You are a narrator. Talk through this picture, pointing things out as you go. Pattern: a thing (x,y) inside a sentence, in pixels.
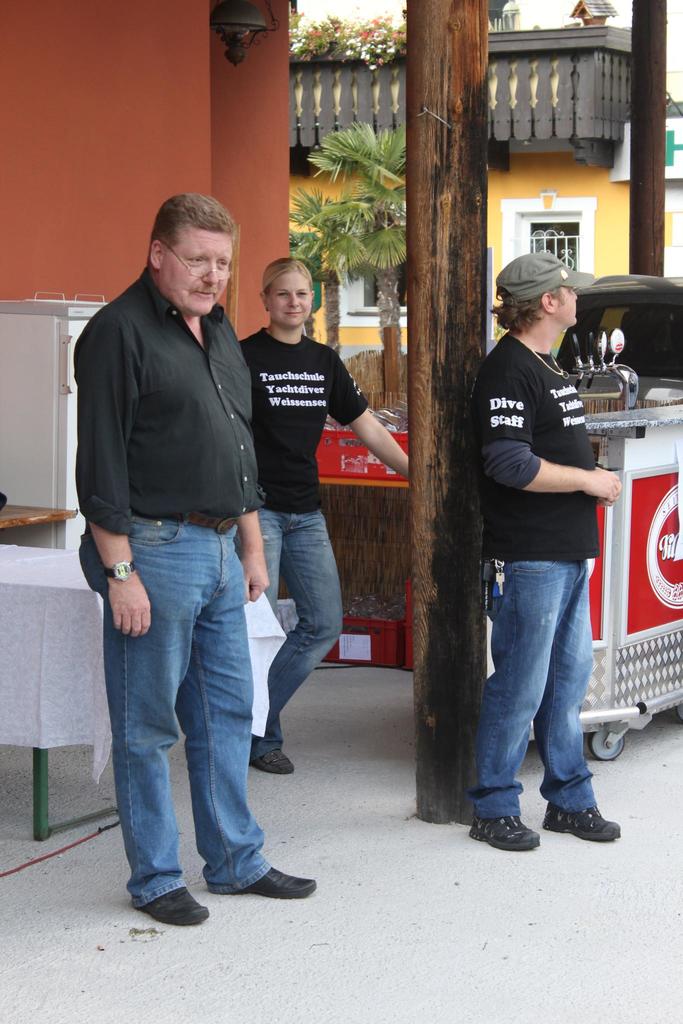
On the background (332,128) we can see building (520,138) with windows (587,222) and this is a tree (395,212) near to the building (562,197). Here we can see three persons (117,454) standing. He wore spectacles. This man (533,303) wore a cap (534,289). We can see a table (69,636) with white cloth (69,636) behind to this man (197,611).
